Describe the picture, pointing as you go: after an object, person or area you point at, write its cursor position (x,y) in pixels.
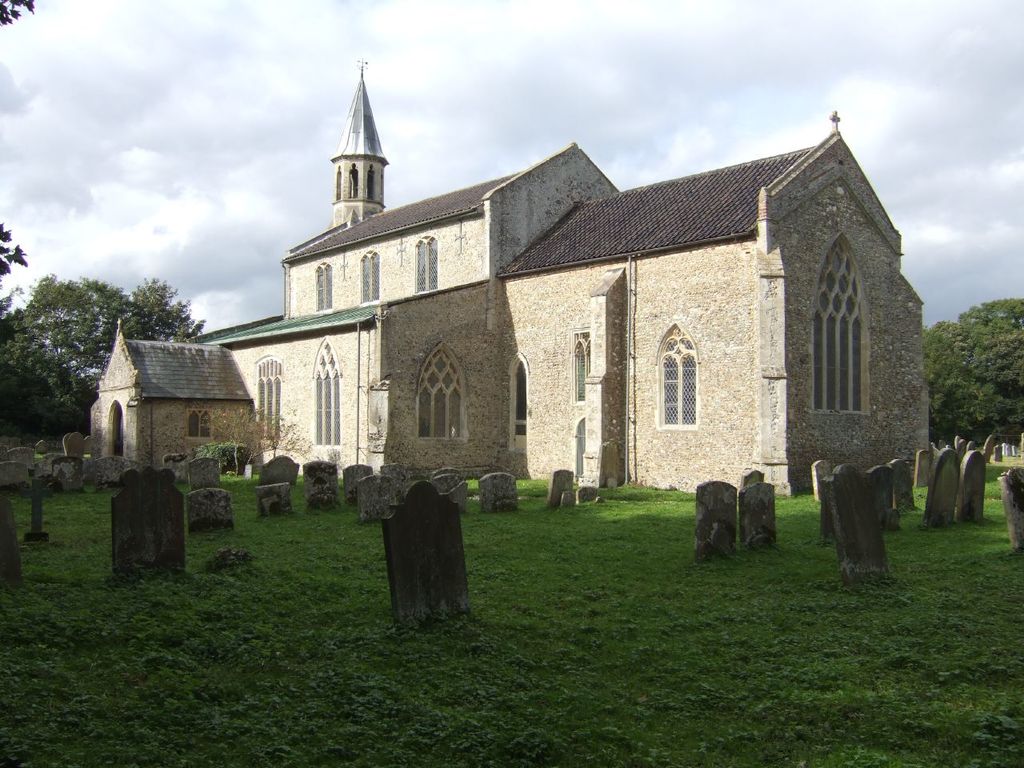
In this image I can see gravesites (515,490), a building (430,338) and the sky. In the background (184,278) I can see trees (138,311) and the sky (330,138).
